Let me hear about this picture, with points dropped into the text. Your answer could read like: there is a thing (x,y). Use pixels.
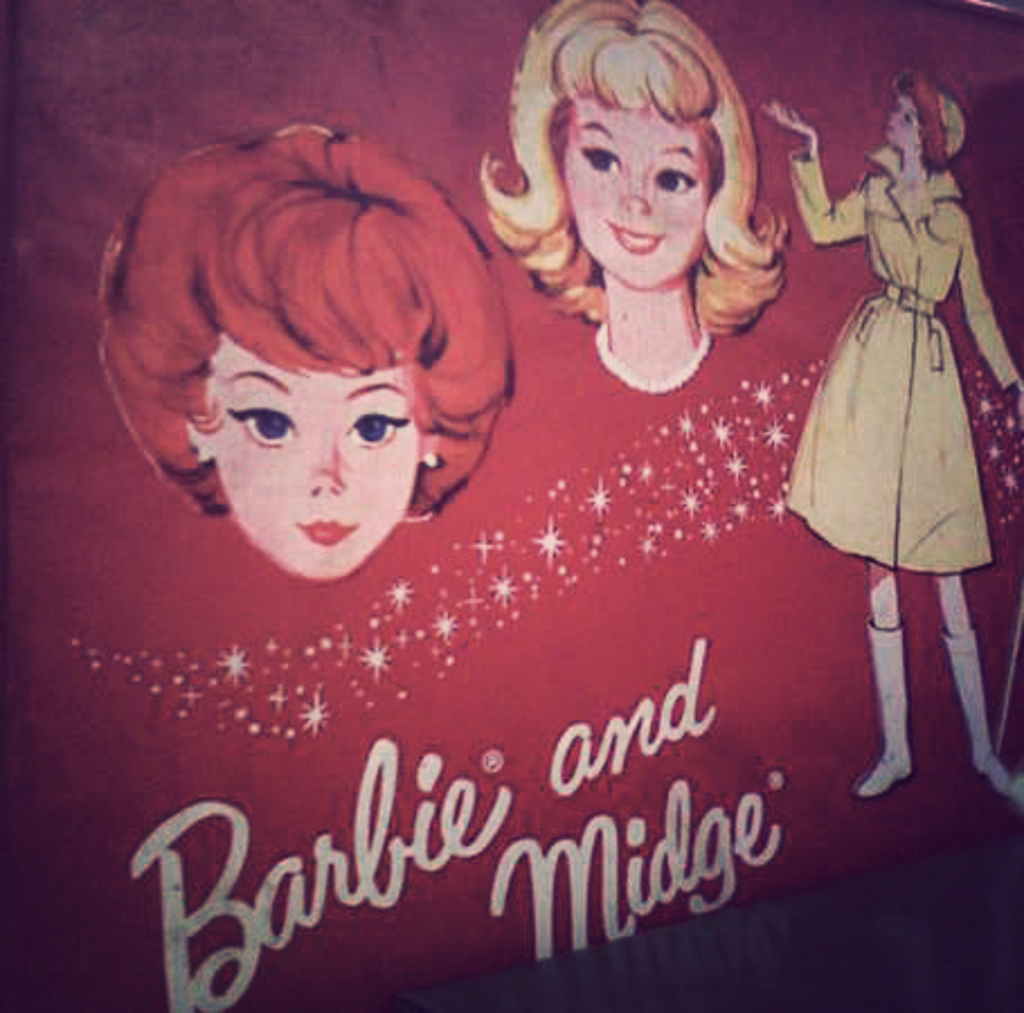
In this image we can see a poster (555,693) with some text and images (729,239).
